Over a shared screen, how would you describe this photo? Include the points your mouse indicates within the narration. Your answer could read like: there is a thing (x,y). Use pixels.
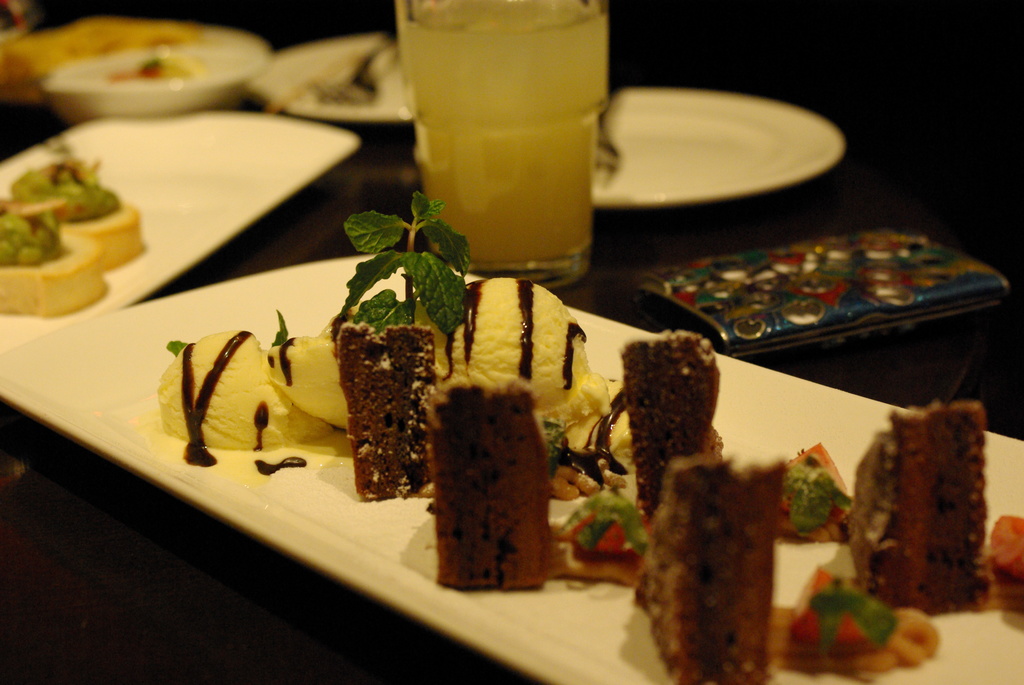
In this picture we can see some plates (188,119), there is some food (708,362) present in these plates (242,183), we can see a glass of drink (528,156) in the middle (530,234), on the right side (889,299) there is a wallet (857,302).
